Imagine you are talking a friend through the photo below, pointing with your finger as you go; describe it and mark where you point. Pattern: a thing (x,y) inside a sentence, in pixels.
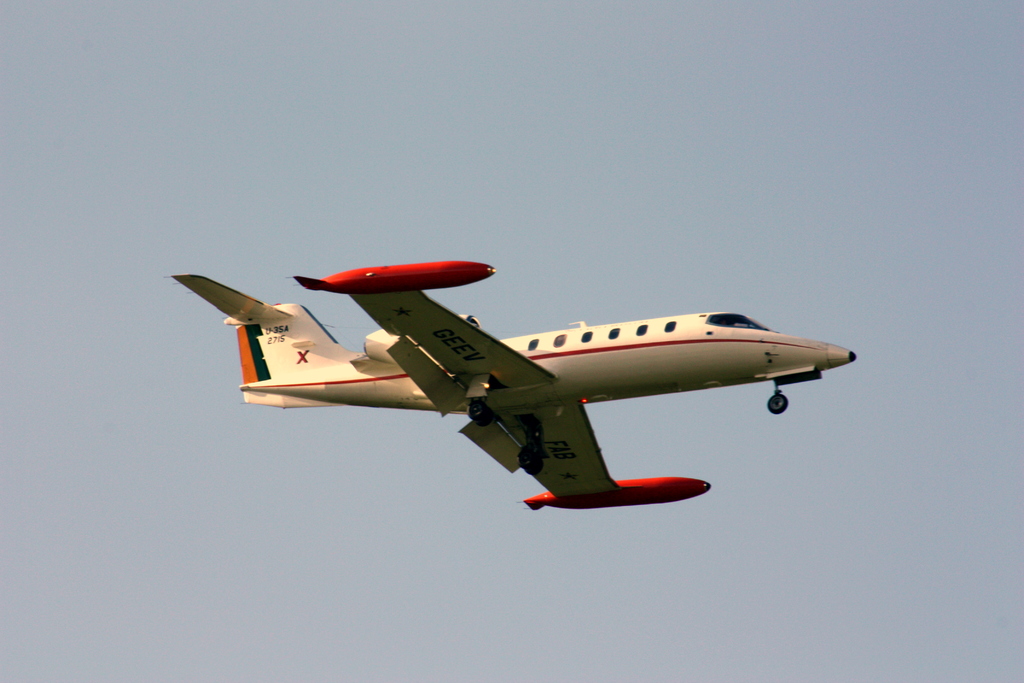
This image is taken outdoors. In the background (480,642) there is a sky (180,228). In the middle of the image (455,329) an airplane (475,374) is flying in the sky (725,392).
